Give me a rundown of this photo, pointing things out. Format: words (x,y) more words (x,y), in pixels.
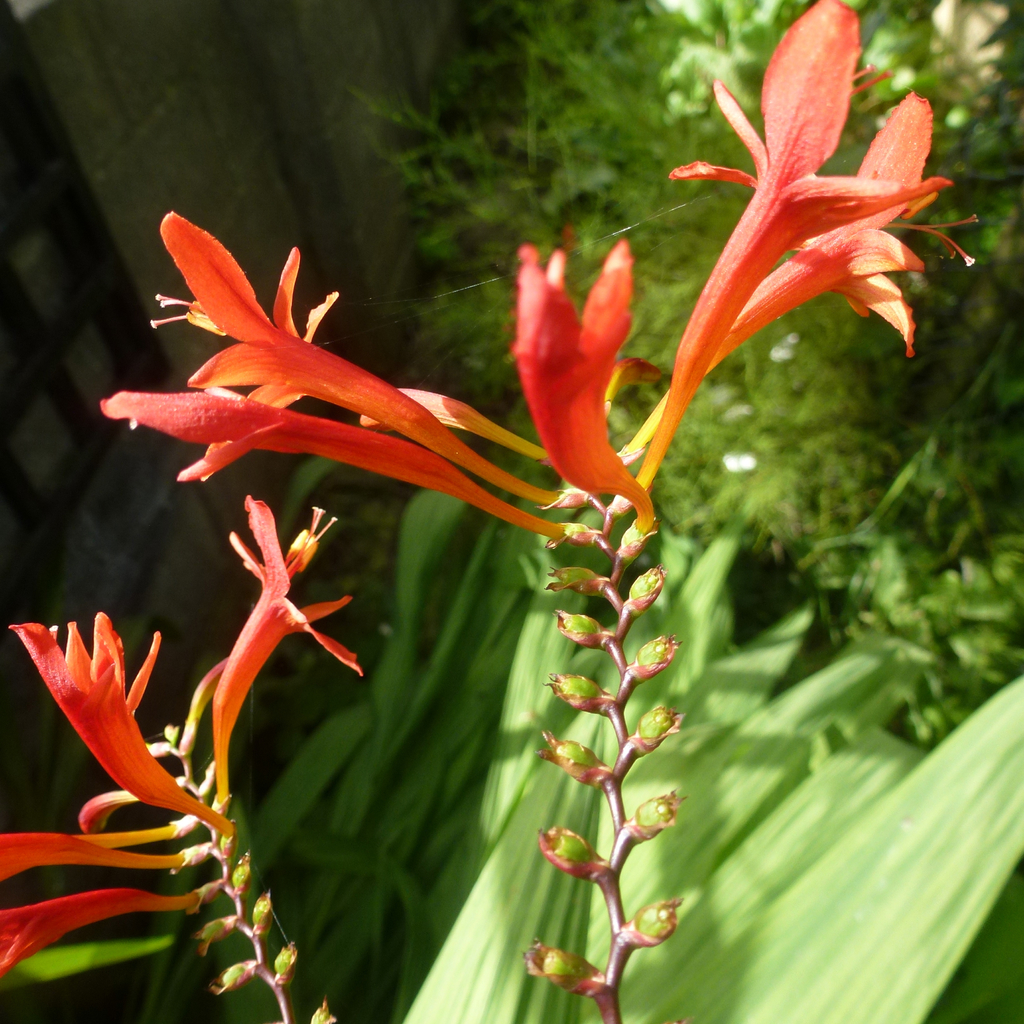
In this picture, we can see some plants (578,632), and some flowers (562,413).
